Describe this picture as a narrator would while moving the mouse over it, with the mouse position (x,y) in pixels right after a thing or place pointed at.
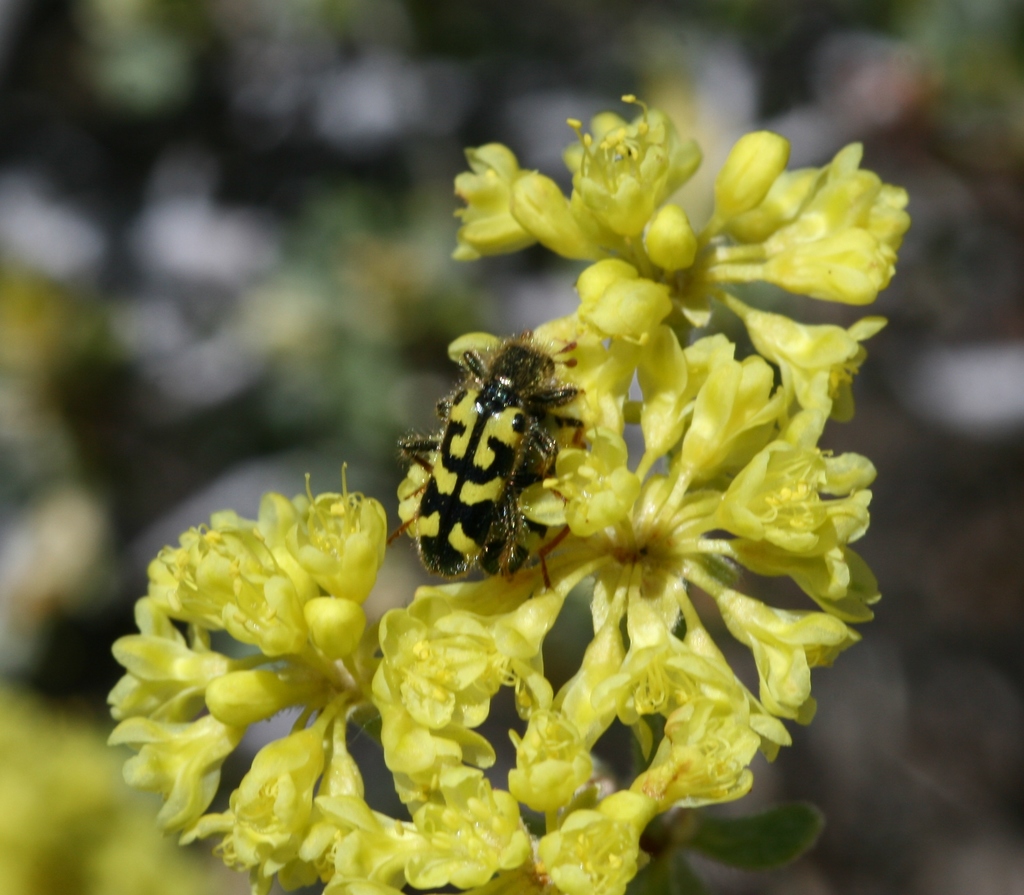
In this image we can see an insect (515,452) on the yellow color flowers (707,289). The background (821,787) is blurry.
